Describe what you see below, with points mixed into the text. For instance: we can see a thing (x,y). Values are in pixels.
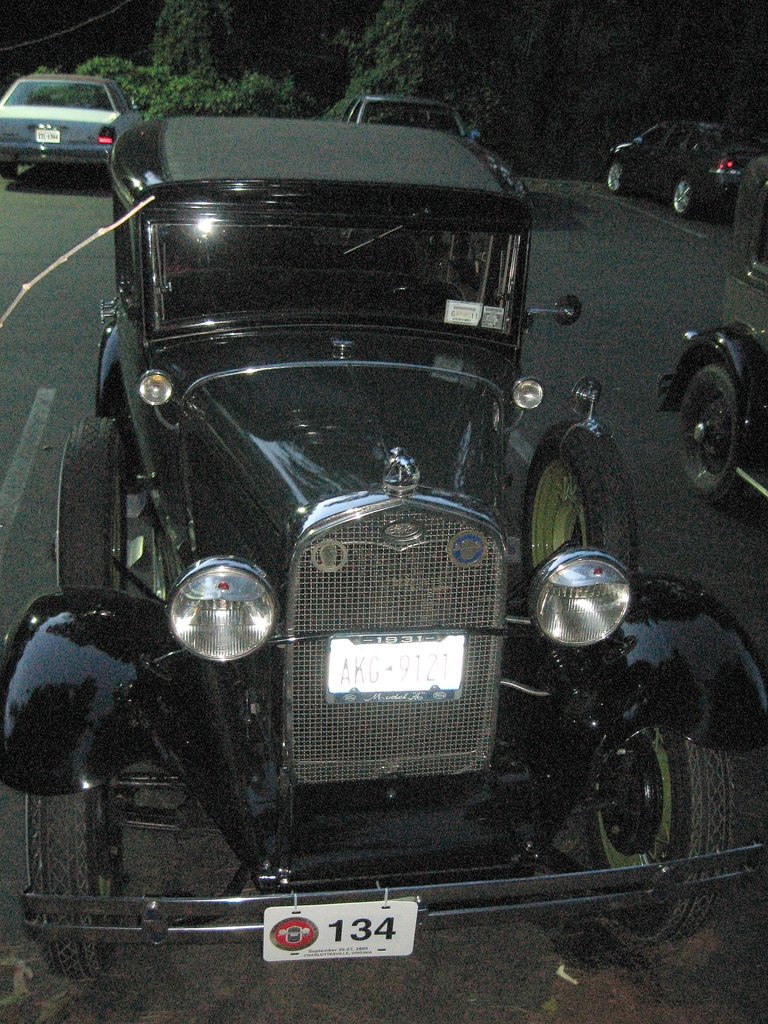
There is a car (289,530). On that there is a number plate (362,948). In the back (109,111) there are many vehicles (432,114). Also there are trees (458,62).
